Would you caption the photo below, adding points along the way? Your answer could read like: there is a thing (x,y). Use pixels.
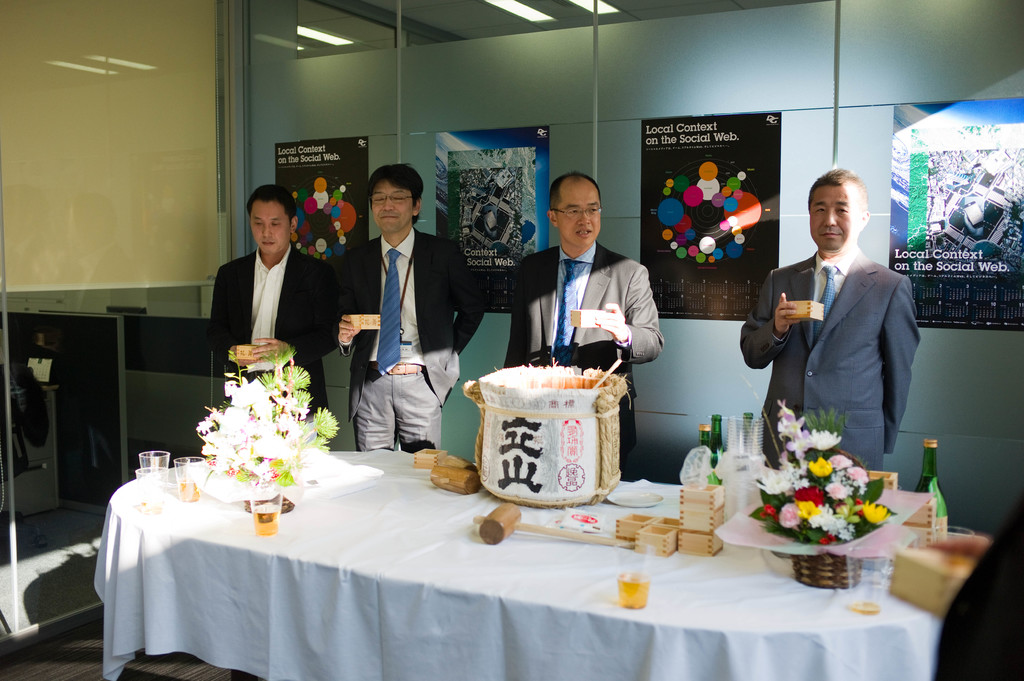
There are four men (382,291) standing holding boxes (362,325) in their hands (615,308) in front of a table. On the table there is a bouquet (242,437), glasses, a basket (540,477) and some boxes (694,512) here with some bottles (921,491). There is a cloth (375,592) on the table (406,597). In the background (350,190), there are some posters (496,172) stuck to the glasses (195,94).
